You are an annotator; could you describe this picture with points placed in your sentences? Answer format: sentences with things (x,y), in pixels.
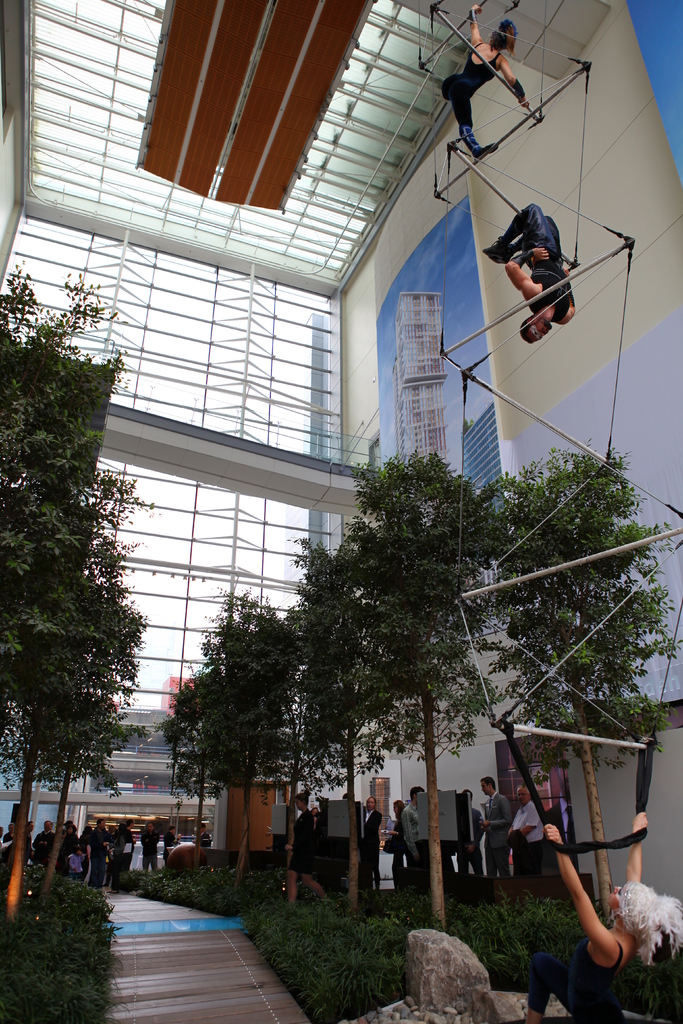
In this picture there are three persons (485,250) who are doing the stunts and they are wearing the same black dress (472,59). At the bottom (540,912) background I can see many people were standing near to the door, trees (15,863), plants (221,892) and grass (339,996). In the background (183,666) I can see the sky (162,666), banners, building (157,708) and other objects (483,684).
